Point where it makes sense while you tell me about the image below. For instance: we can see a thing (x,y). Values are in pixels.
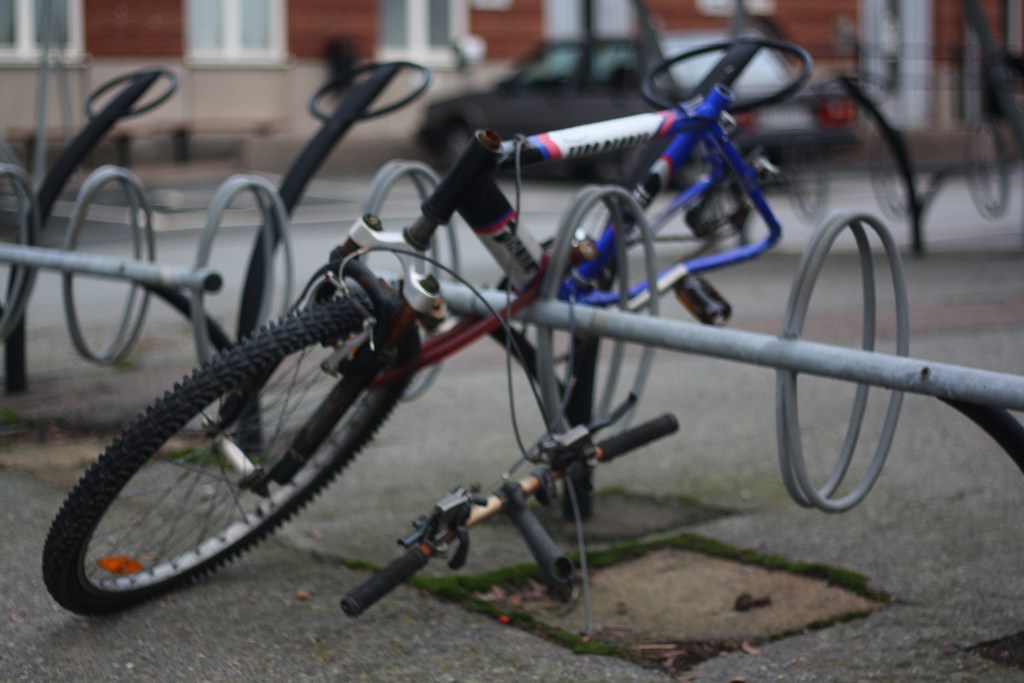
In this image we can see the spare parts (375,239) of bicycle (507,255) on the floor (699,386).
